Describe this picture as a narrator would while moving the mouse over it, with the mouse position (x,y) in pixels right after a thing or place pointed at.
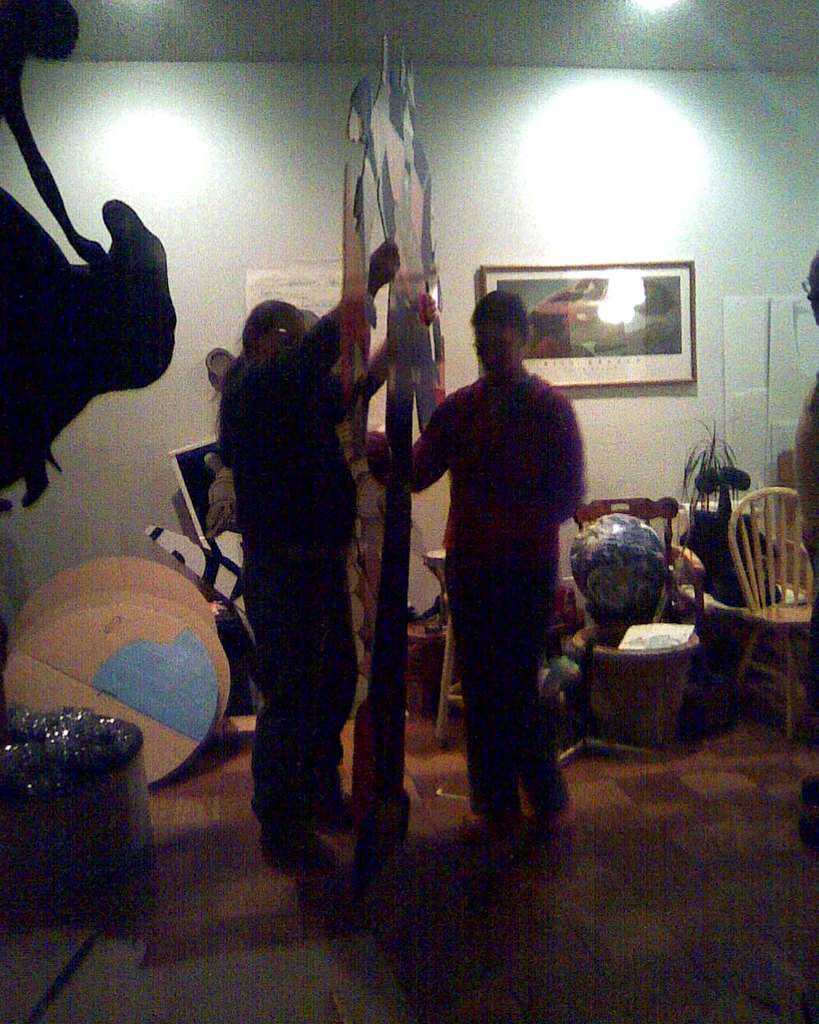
In this image we can see a group of people (481,631) standing on the floor (350,919). One person (311,447) is holding an object (400,310) in his hands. On the left side of the image (207,732) we can see some boards (152,747) placed and some objects (105,802) placed on the floor (99,980). In the right side of the image (623,539) we can see a ball (634,582) placed on the chair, we can also a plant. In the background of the image (632,306) we can see some photo frames (622,306) on the wall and a poster (303,291) with some text (317,289). At the top of the image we can see the lights (664,3).
